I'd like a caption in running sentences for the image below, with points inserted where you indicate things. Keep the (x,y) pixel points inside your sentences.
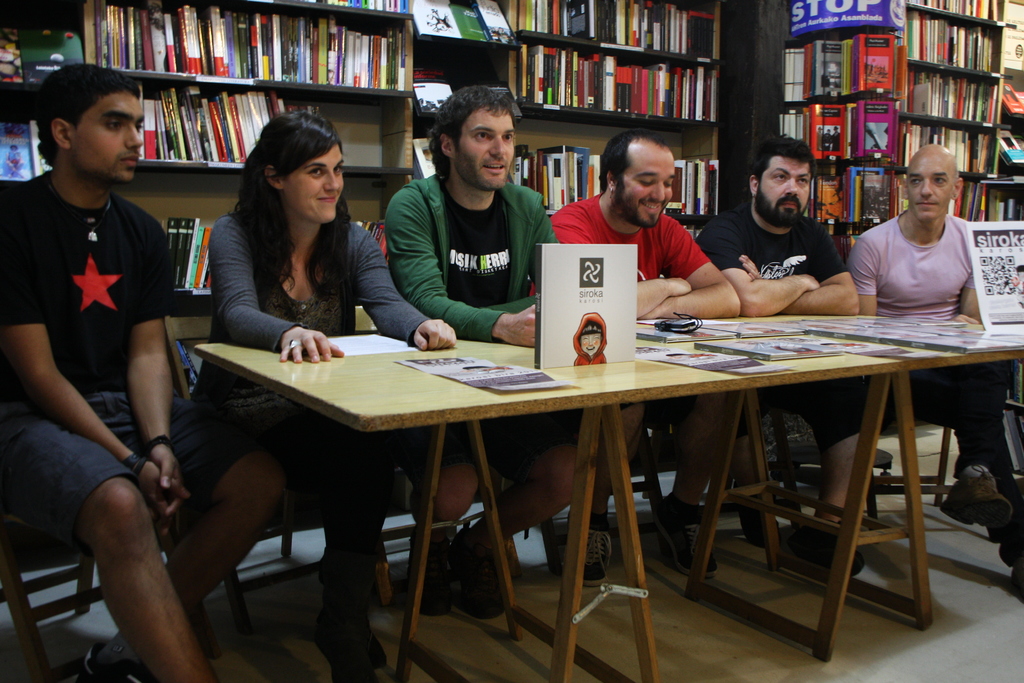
This is a picture of a library (552,111). Here we can see books (622,86) in a racks (613,58). We can see few persons (413,210) sitting on a chairs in front of a table (648,384). There are papers (717,354) on the table (520,363). This is a floor (752,640).
